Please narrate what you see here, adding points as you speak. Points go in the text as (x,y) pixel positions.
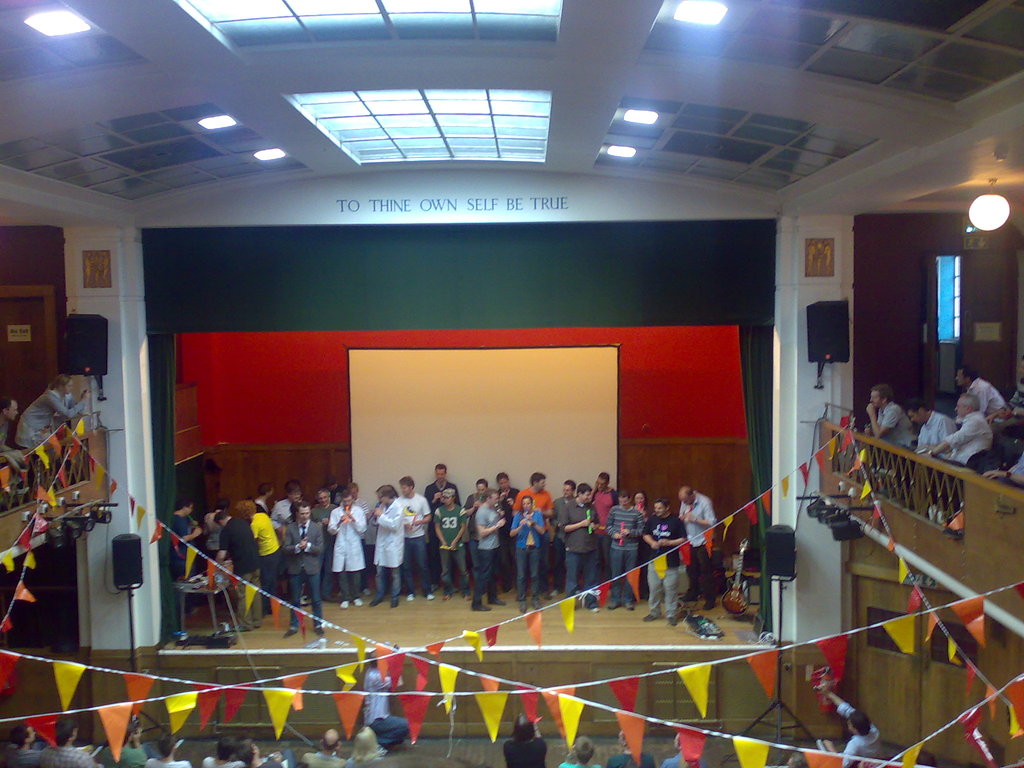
In this image, we can see people (180,527) some are holding objects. In the background (407,368), there is a screen (500,368) and we can see lights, boards (104,268) on the wall (341,461) and there are flags (381,645) and some other objects (533,304). At the top (418,84), there is a roof (358,71).
